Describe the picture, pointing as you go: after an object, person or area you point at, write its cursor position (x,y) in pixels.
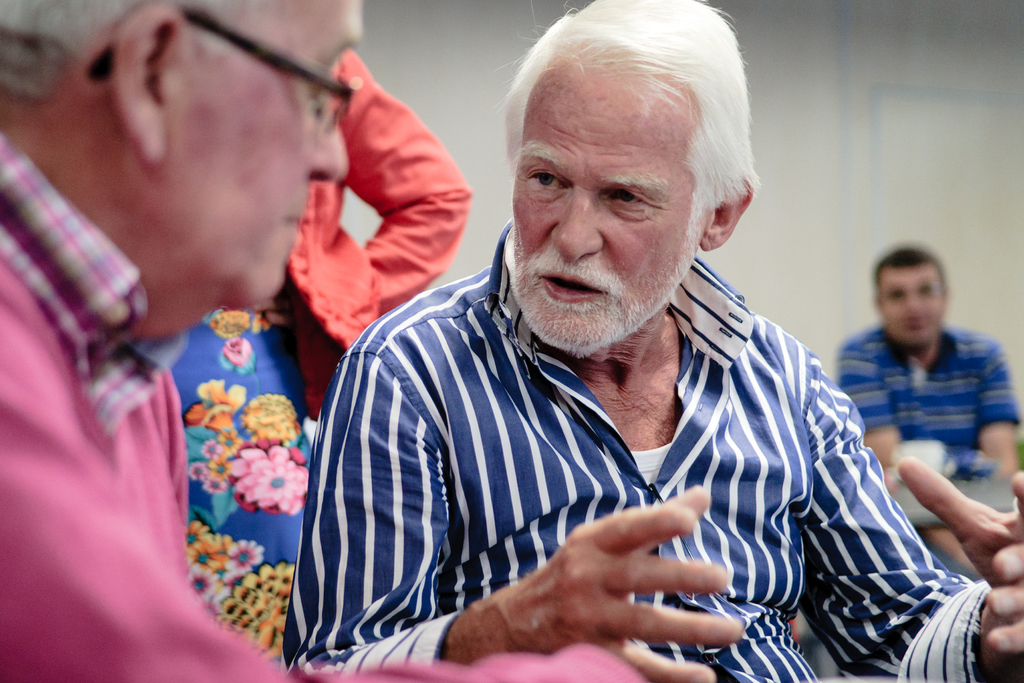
As we can see in the image there is a wall (842,40) and few people (383,457) here and there.
